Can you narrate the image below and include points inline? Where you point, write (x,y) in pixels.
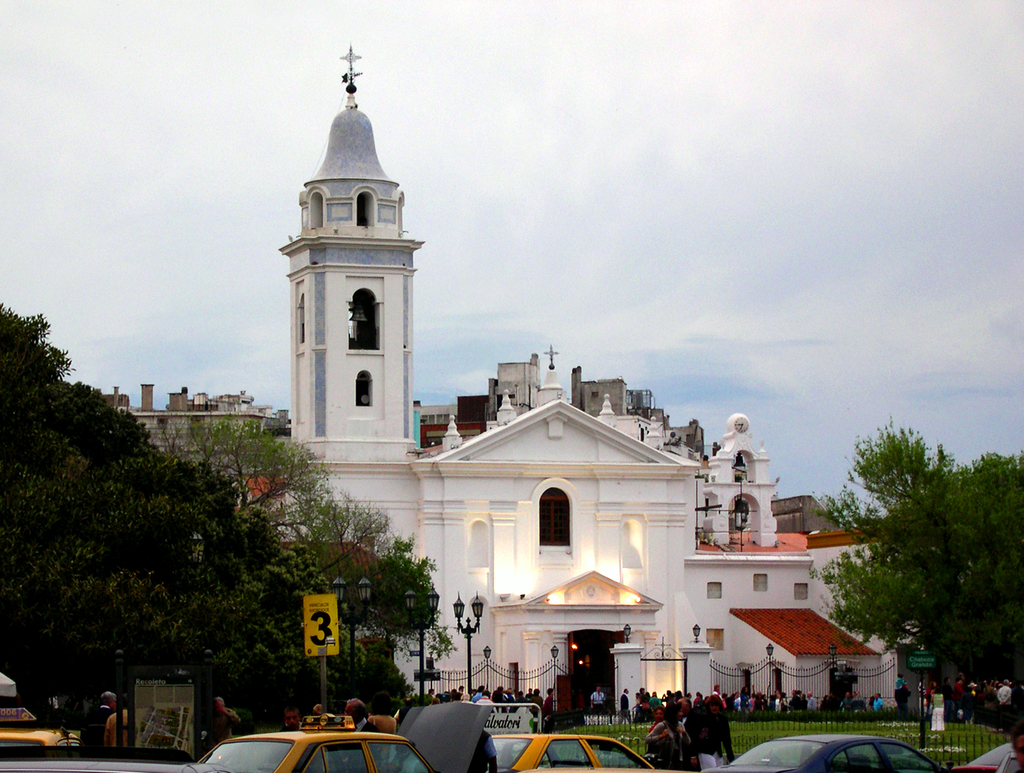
In this picture there are few vehicles (510,769) and persons (653,723) and there is a building (575,535) in the background (565,523) and there are trees (250,563) on either sides of it.
